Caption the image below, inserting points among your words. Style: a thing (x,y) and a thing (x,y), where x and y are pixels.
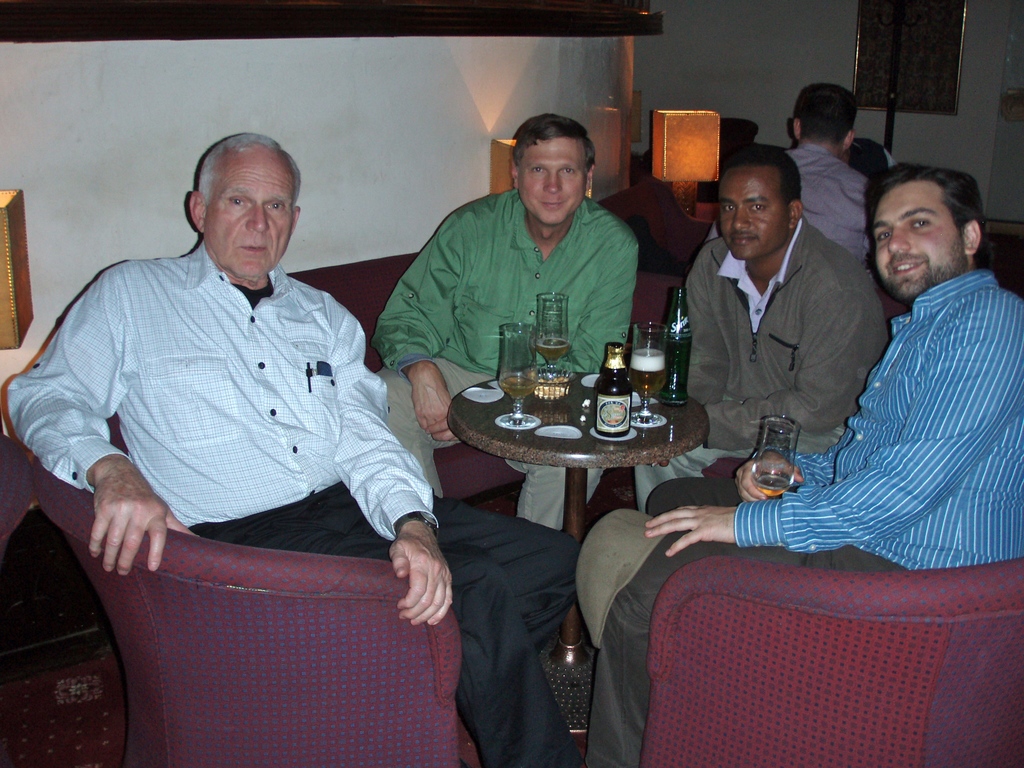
In this image i can see four man (274,361) sitting on a couch (208,603) there are few glasses (659,348), two bottles (603,376) on a table (588,448) at the back ground (830,186) i can see two man (830,186) sitting, a lamp (705,151) on the table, a frame (915,62) attached to a wall (755,29).
